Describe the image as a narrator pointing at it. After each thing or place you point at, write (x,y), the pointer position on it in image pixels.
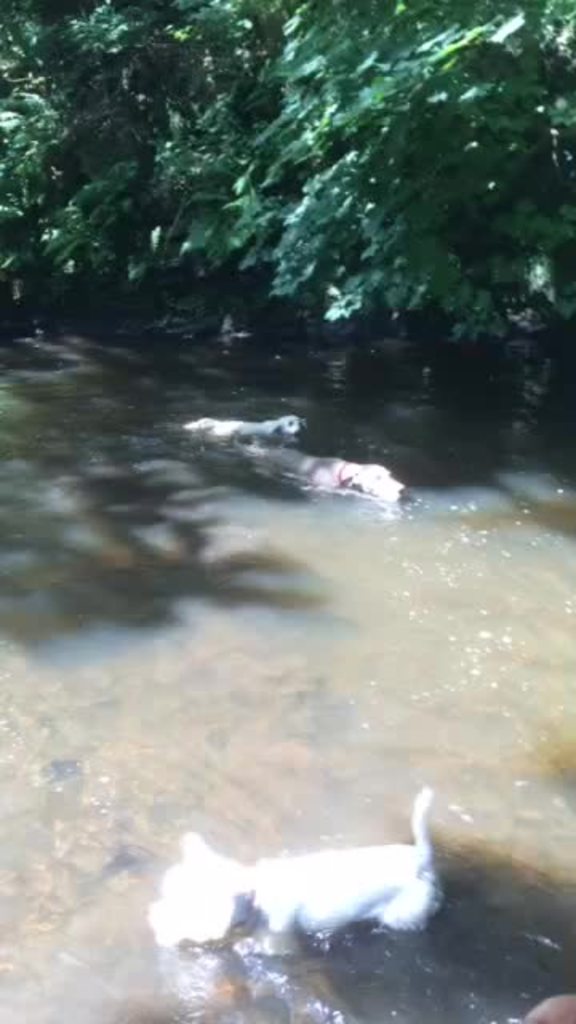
In this image there is a canal (331,714), in that canal (408,548) there are three dogs (366,480), in the background (482,71) there are plants (309,112).
